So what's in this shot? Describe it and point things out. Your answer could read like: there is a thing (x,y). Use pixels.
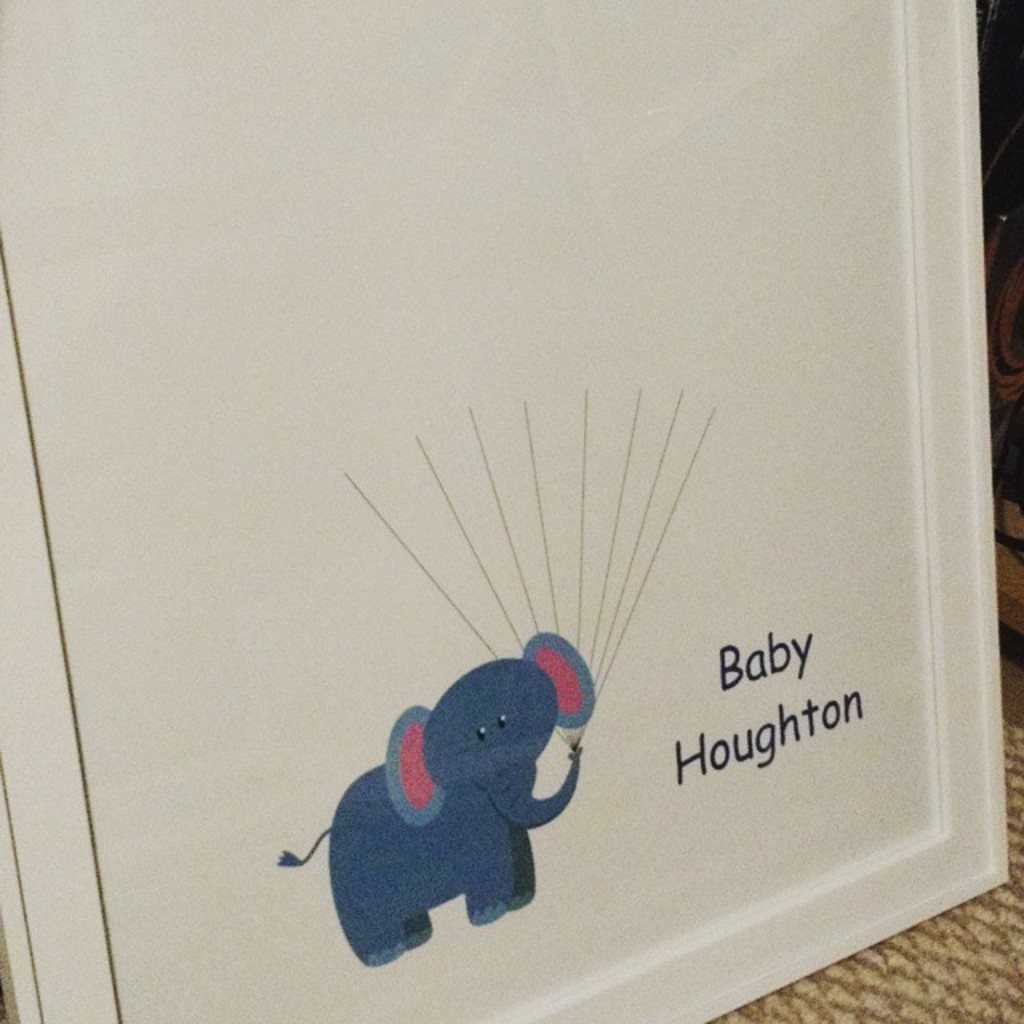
In the picture we can see a white color board (293,909) with frame (957,826) on it, we can see a painting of a cartoon elephant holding some strings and beside it is written as baby Houghton and it is placed on the mat (936,986).
